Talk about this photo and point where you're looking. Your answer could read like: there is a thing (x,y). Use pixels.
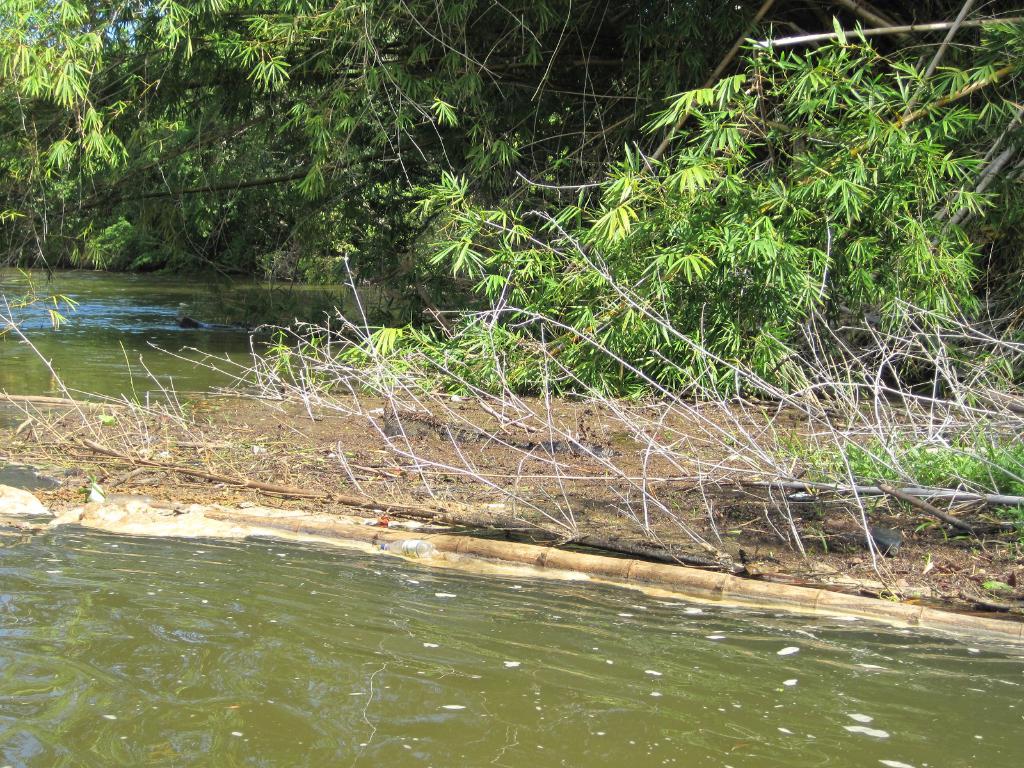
In this image we can see a group of trees (368,239) and in the foreground (826,637) we can see water (338,763).
